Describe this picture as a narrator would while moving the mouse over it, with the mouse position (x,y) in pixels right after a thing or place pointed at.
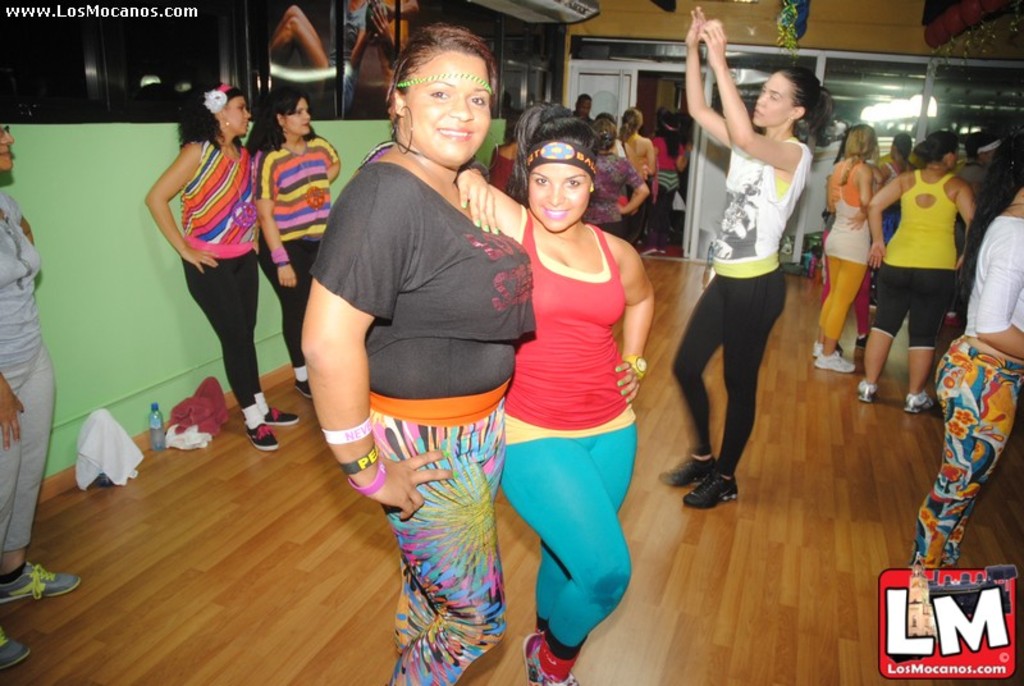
In this picture we can see two women (423,554) smiling and at the back of them we can see a group of people (624,116) standing, bottle (156,438), clothes (195,415) on the floor (104,507) and in the background (876,124) we can see the lights (864,119) and some objects (986,2).
